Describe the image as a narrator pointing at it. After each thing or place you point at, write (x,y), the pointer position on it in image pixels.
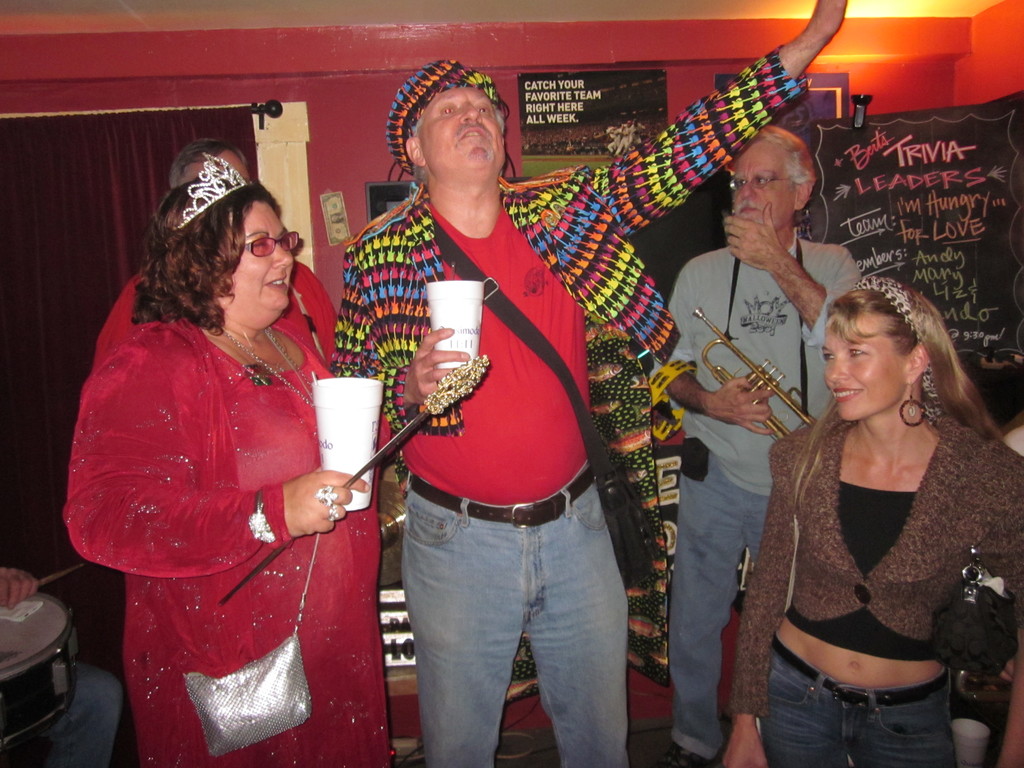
In this picture I can see few people (606,325) standing and couple of them (241,460) holding glasses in their hands (426,363) and I can see a man (769,277) holding a trumpet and couple of boards (859,170) with some text (906,199) in the back (884,149) and I can see a woman (217,223) wearing a crown (205,190) and a bag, I can see a drum (42,647) and a human hand (26,585) holding a drumstick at the bottom left corner of the picture (15,591).
